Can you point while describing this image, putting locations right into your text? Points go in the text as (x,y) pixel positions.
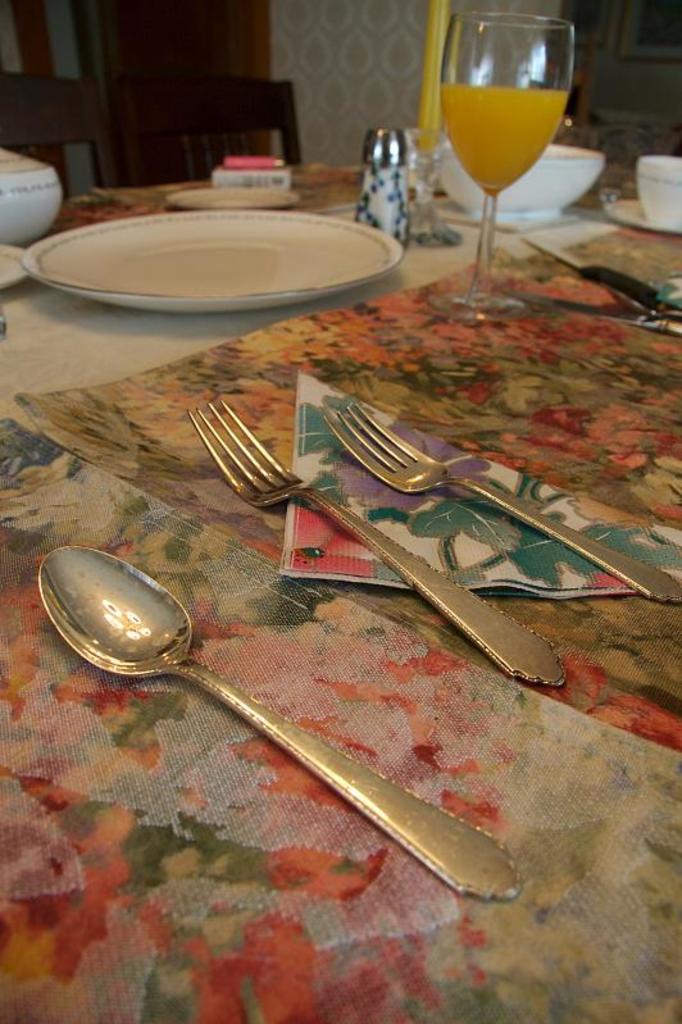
In the image in the center (336,454), we can see the table (138,393). On the table (127,446), we can see bowls (535,171), plates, forks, cup (674,203), saucer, glass (528,64), jar (384,201), spoon (112,602), knife (588,274) and a few other objects (430,35). In the background (272,77) there is a wall (328,33), door (177,18), chair (85,115) etc.
